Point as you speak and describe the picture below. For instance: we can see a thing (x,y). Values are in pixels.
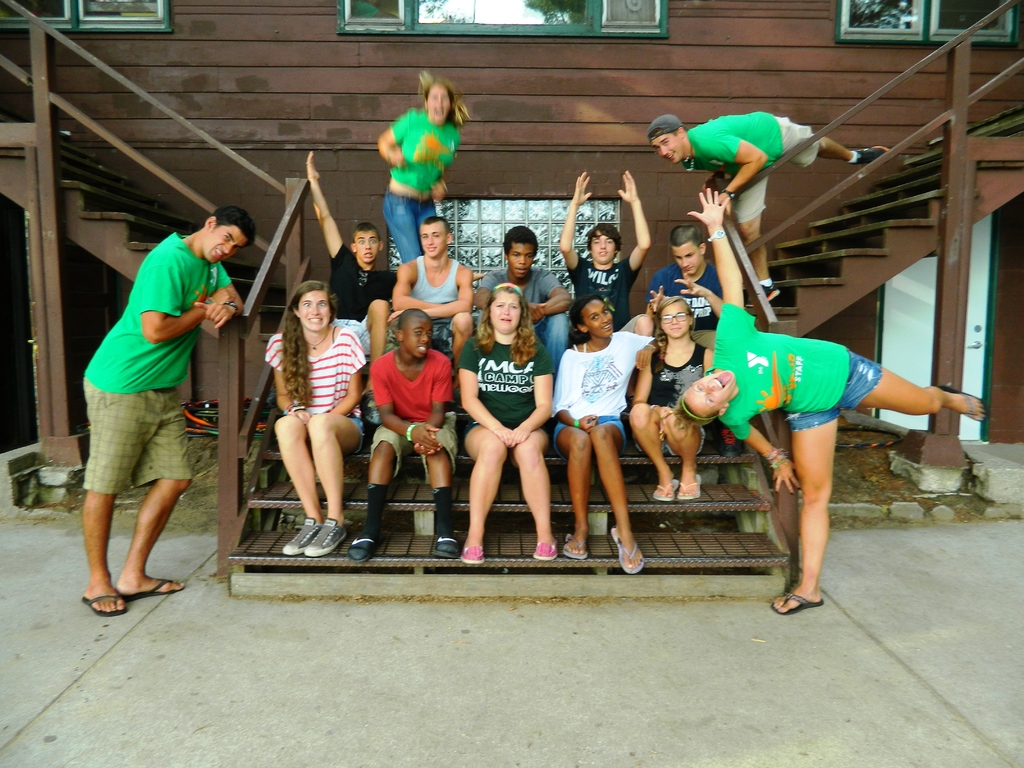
In this picture we can see two people (817,517) standing on the ground (374,636), some people (385,320) sitting on the steps (644,491) and in the background (542,230) we can see the wall (569,117), door (984,289), windows (1,14) and some objects (246,422).
